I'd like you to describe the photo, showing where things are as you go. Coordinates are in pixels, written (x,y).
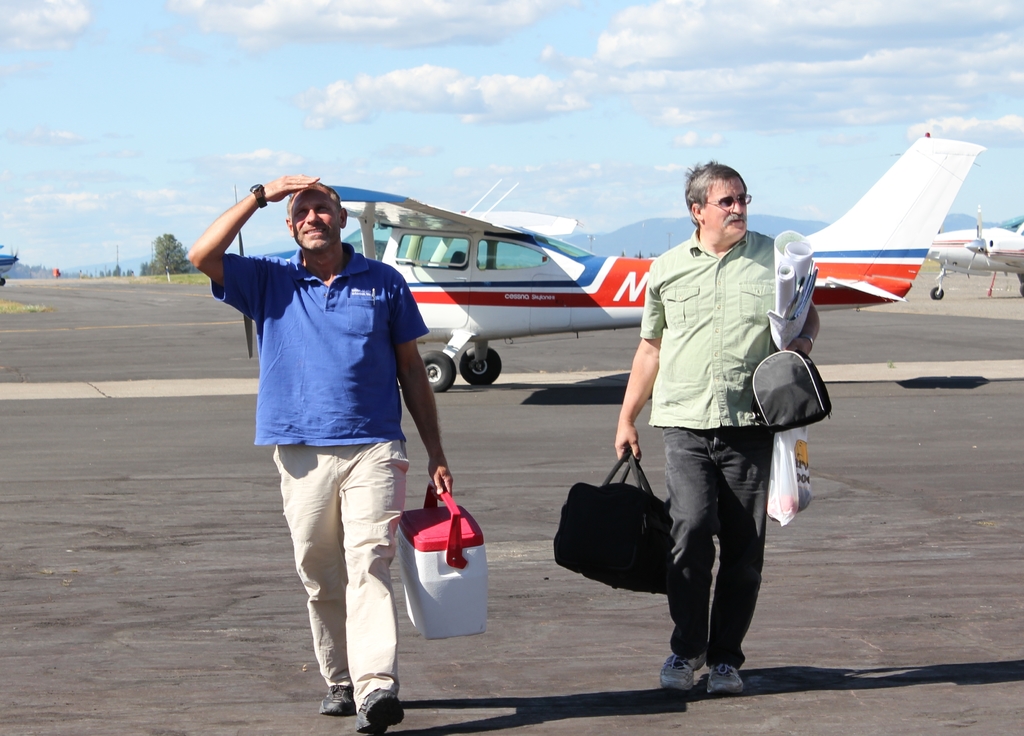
In this picture we can see two men (384,341), the left side person (355,413) is holding a box (469,631), and the right side person (753,295) is holding baggage (788,358), in the background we can see few plants (154,268) and trees (184,256).
